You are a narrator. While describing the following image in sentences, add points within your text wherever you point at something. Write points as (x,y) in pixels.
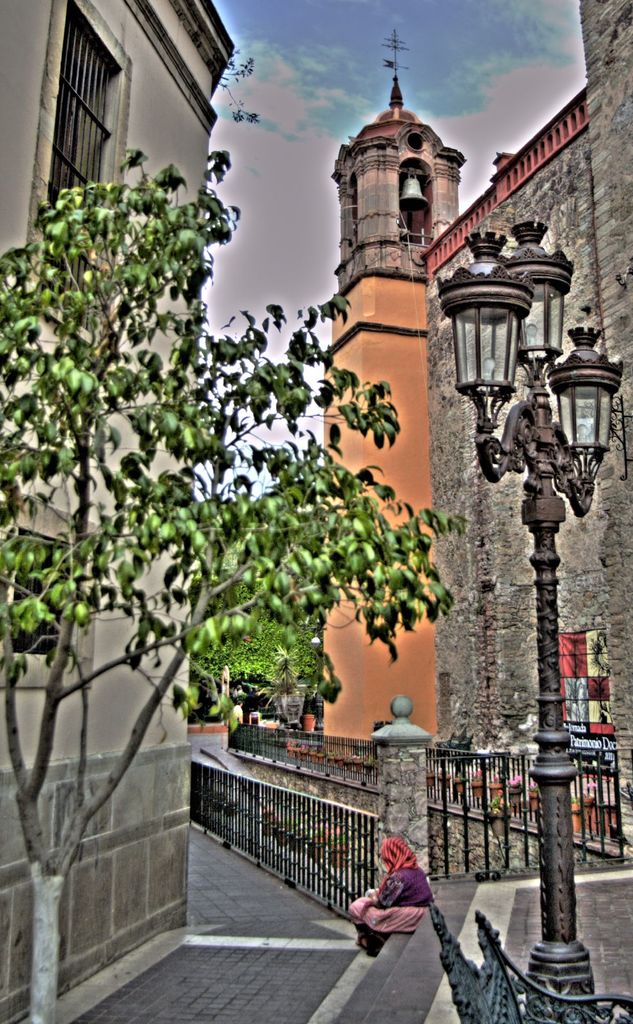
On the left side (196,977), there are a tree (251,574), a road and a building (140,927) which is having windows (45,537). On the right side (463,816), there is a person (410,850) sitting on a step (390,939), there are three lights (537,339) attached to a pole (558,824) and a fence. In the background (533,677), there is a building (461,255), a tower (356,351), trees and there are clouds (271,158) in the sky (354,24).
